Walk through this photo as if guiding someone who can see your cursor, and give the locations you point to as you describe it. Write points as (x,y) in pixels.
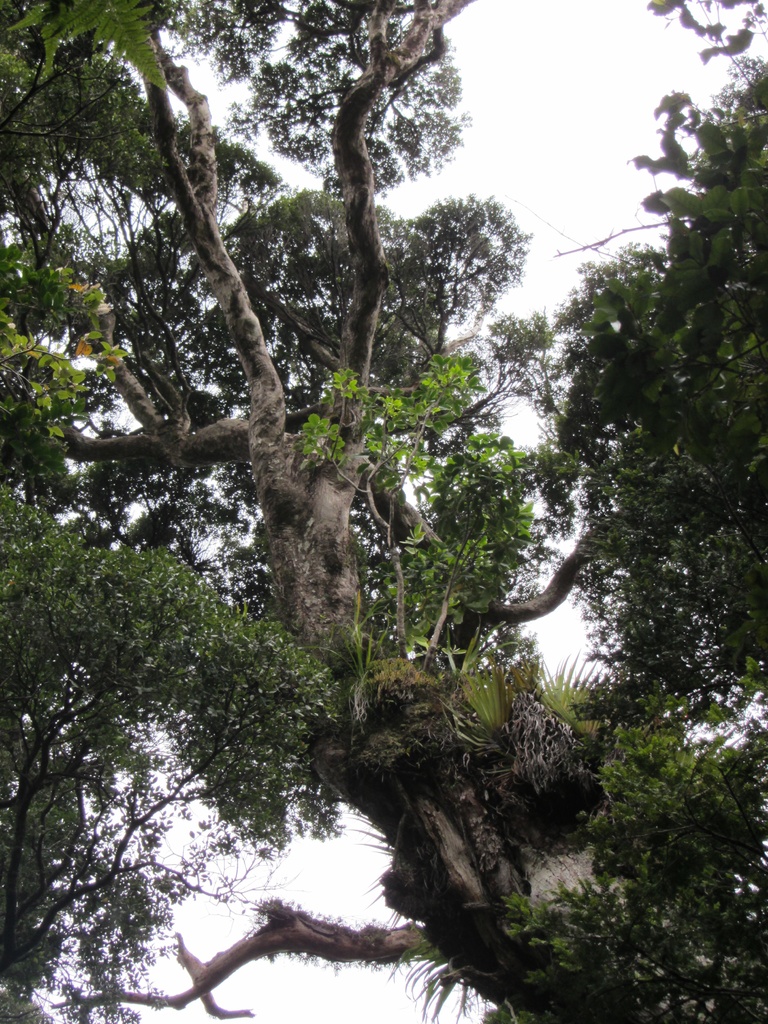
In this picture I can see there are few trees (297,442) with branches (395,504) and there are leaves (323,232). The sky (485,85) is clear.
